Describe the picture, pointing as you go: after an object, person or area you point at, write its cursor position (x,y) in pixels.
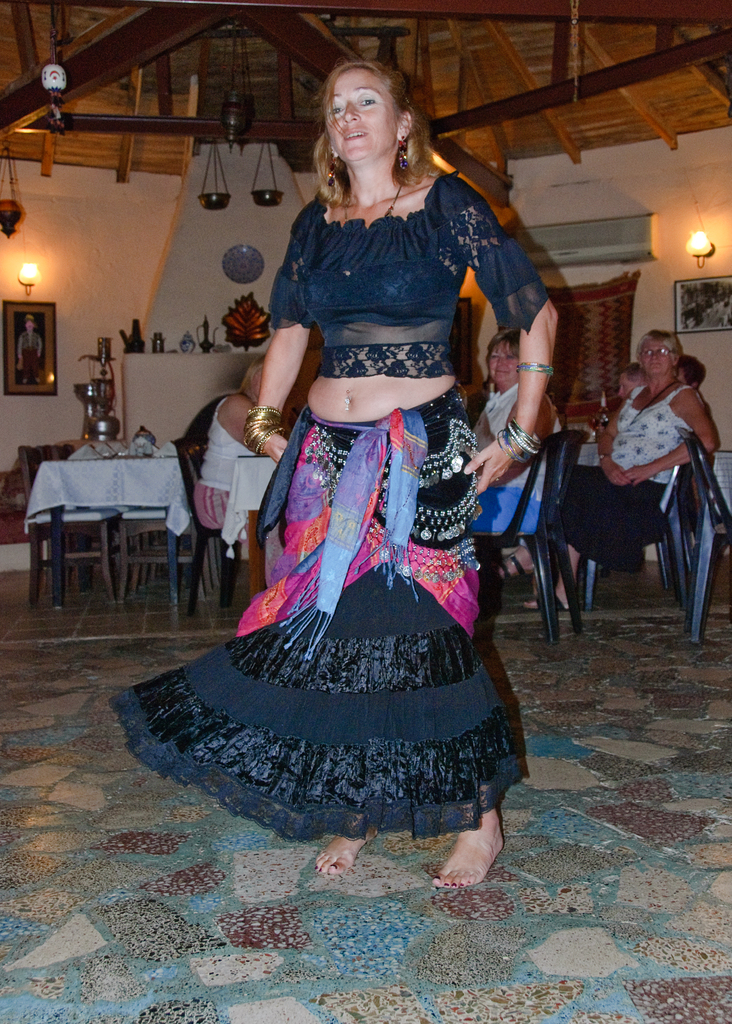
In this image I can see a person (311,555) standing. To the back of this person (460,447) there are some people (582,499) sitting on the chairs (504,530). In the back ground (116,209) there are lights (698,232) and the frames (44,382) attached to the wall (107,295).
